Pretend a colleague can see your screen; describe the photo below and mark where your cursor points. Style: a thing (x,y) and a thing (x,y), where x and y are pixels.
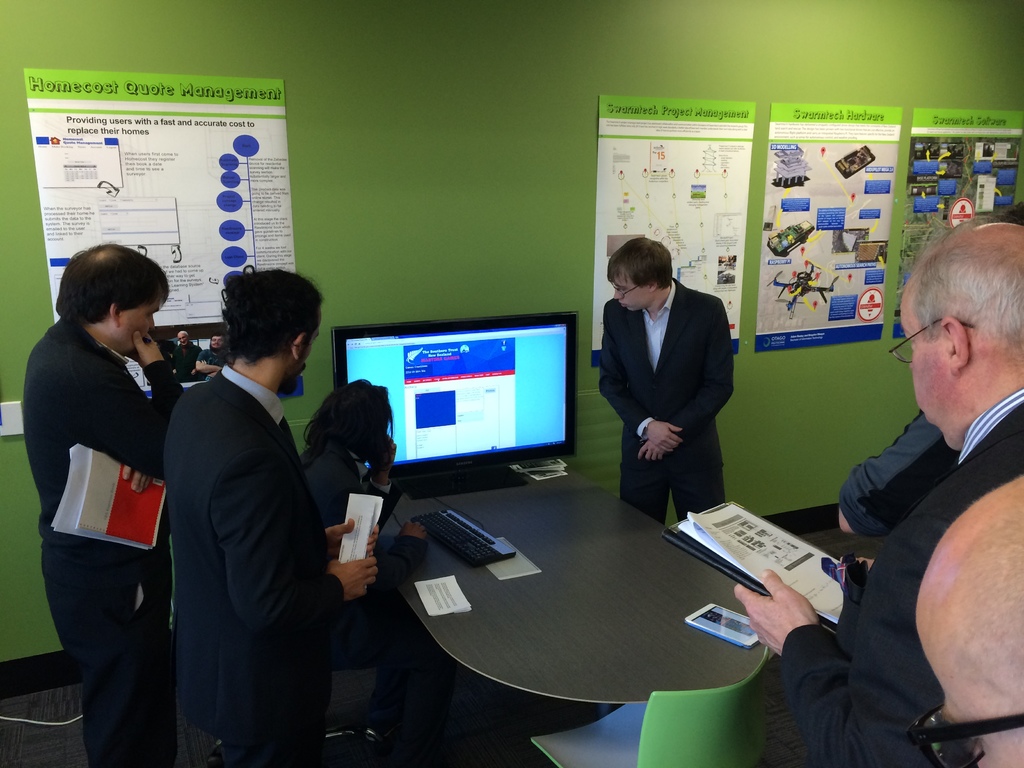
In this image I can see few people (928,447) are standing and holding few papers (84,529). Here I can see a television (455,471) on this table (601,605). On this wall (799,54) I can see few posters (274,136).
